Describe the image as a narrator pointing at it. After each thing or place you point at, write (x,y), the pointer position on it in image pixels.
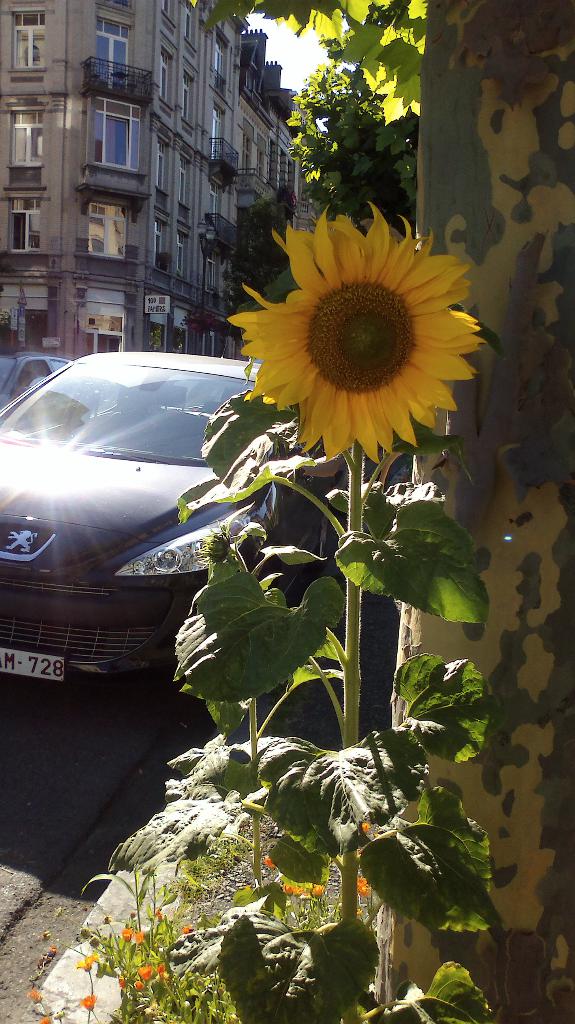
This is the car (84,545) on the road (101,730). I can see a sunflower (361,459) with leaves (335,621) and small plants (153,947) with flowers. This looks like a pillar (490,211). These are the trees (344,150). I can see buildings (147,169) with glass windows (123,253). This looks like a board (155,302), which is attached to the building (126,298).
